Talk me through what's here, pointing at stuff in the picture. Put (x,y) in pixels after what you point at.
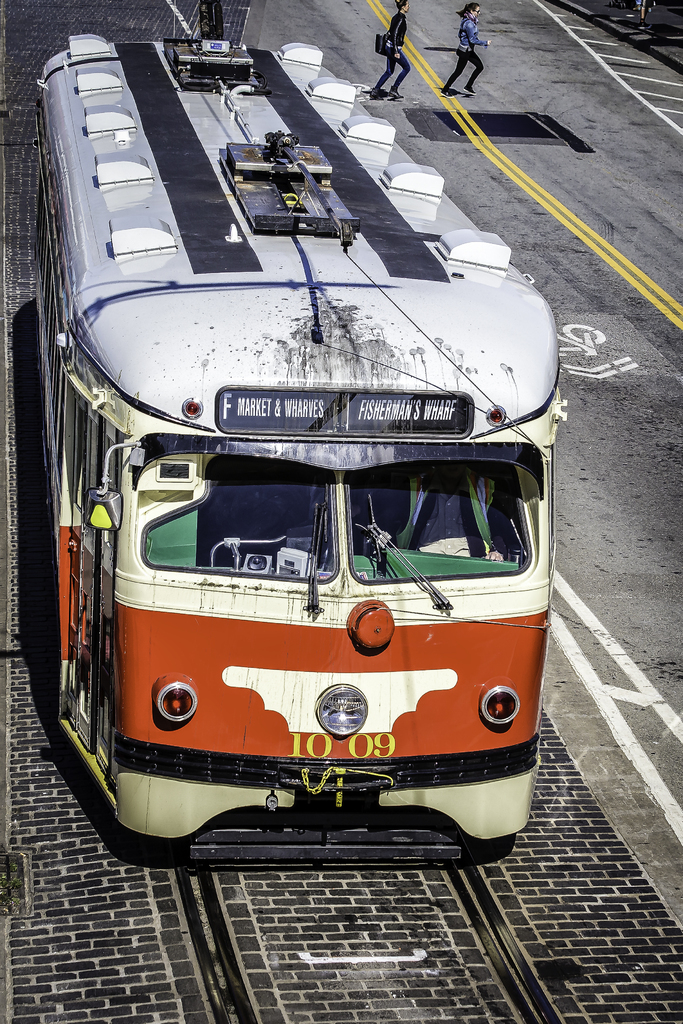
In this picture we can see a tram (260,383). At the top of the image (401,46), there are two persons (403,65) walking on the road (415,65).
